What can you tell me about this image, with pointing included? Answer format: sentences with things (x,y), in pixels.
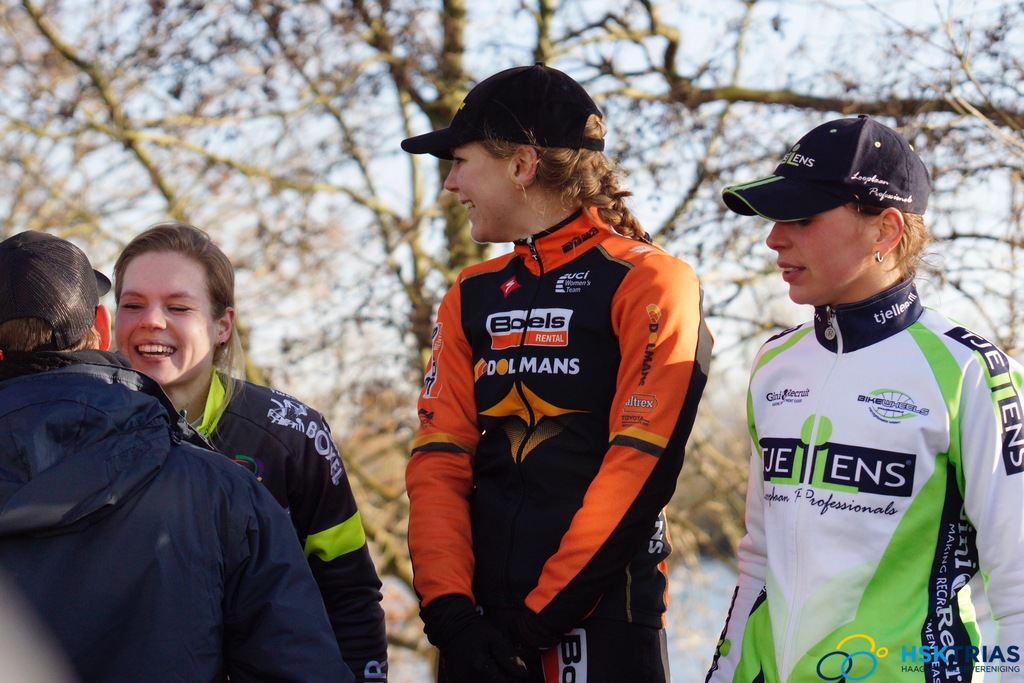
In this image there are group of people (168,492) standing and smiling, and some of them are wearing caps (874,178). In the background (737,129) there are trees (210,156) and sky (401,161).
